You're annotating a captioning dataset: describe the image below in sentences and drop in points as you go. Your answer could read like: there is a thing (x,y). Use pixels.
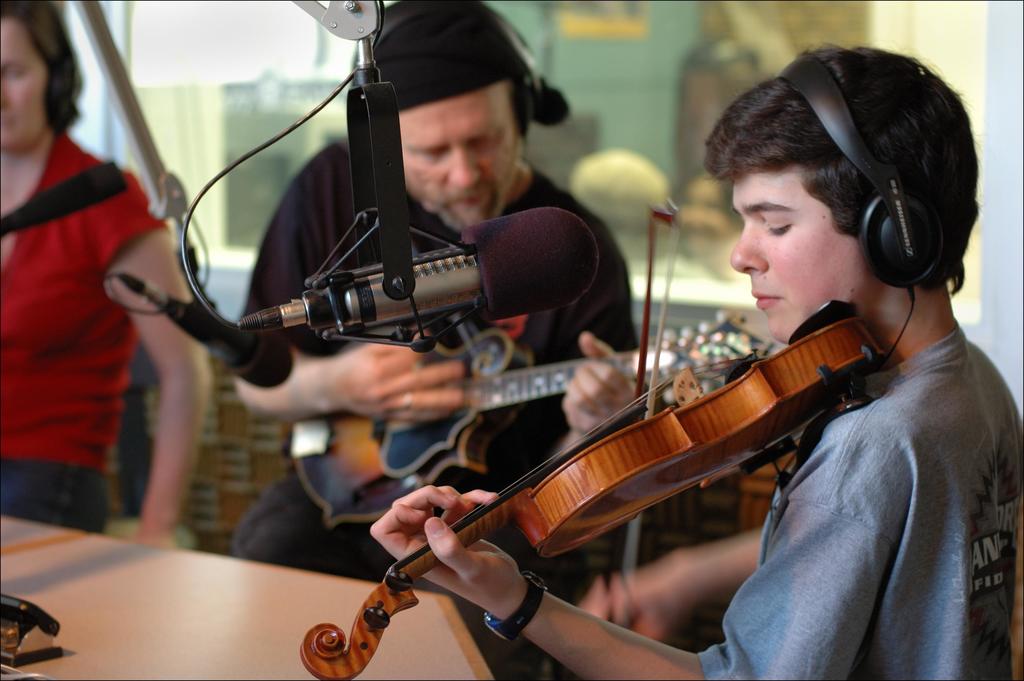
In this image I see 3 people (462,30), in which 2 of them are holding the musical instruments (565,466) and all of them are in front of the mic (469,303).
